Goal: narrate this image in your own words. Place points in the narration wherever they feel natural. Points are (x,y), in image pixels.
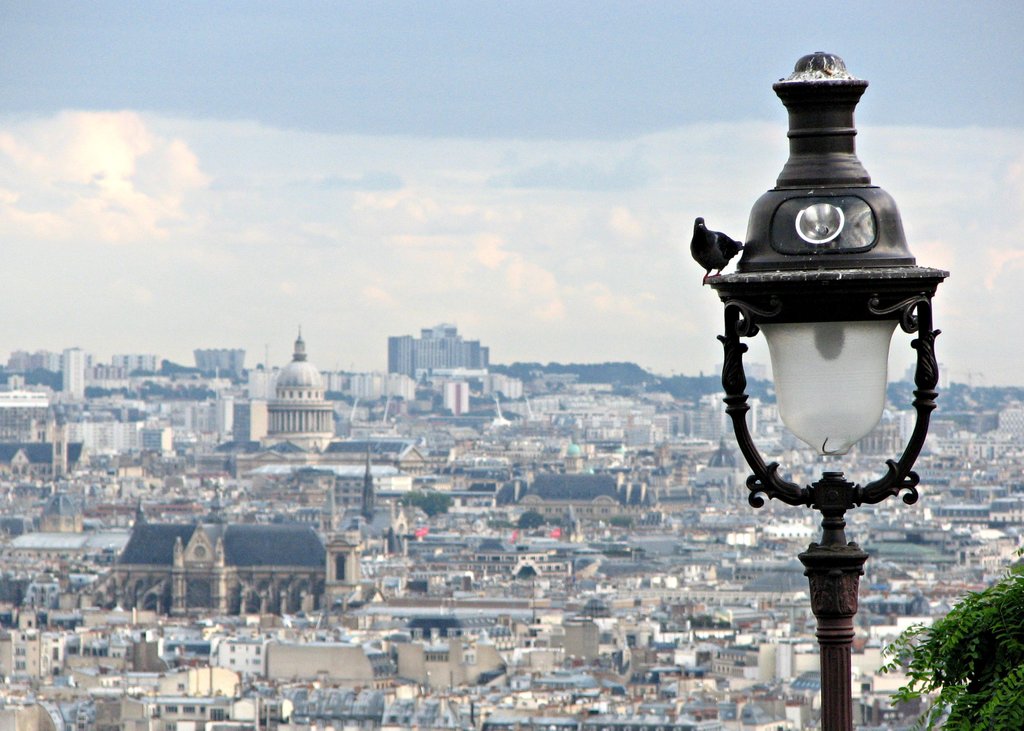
This image describe about the top view of the city building (322,650). In front we can see beautiful view the buildings (684,590). In the front (850,490) we can see black and white color lamp post (835,483).
